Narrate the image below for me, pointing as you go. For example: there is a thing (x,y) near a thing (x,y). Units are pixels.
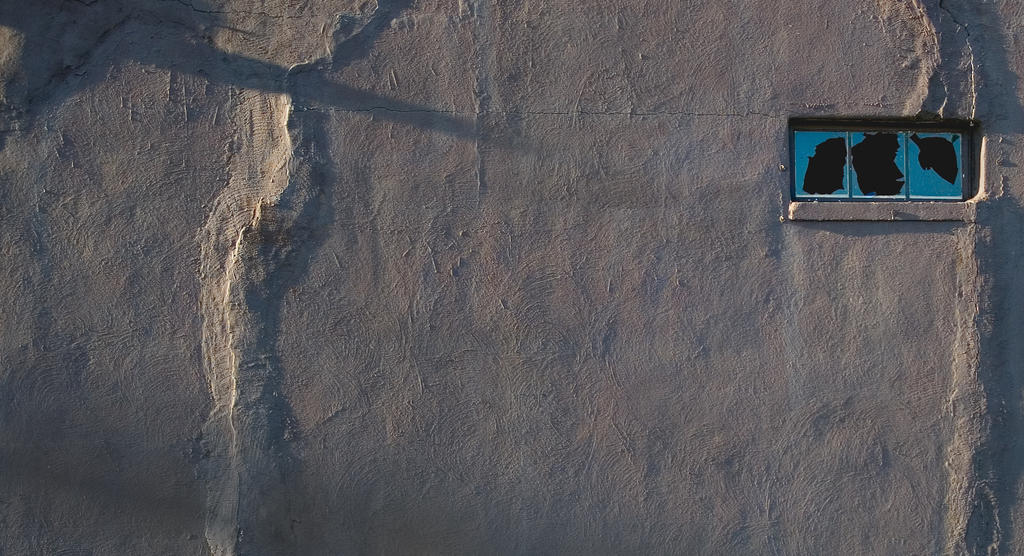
In this picture it might be a wall (369,308) where I can see the plaster (630,197), plain area (550,329). On the right (801,139) I can see some rectangle window (844,152), in that I can see the broken glass (901,165).
